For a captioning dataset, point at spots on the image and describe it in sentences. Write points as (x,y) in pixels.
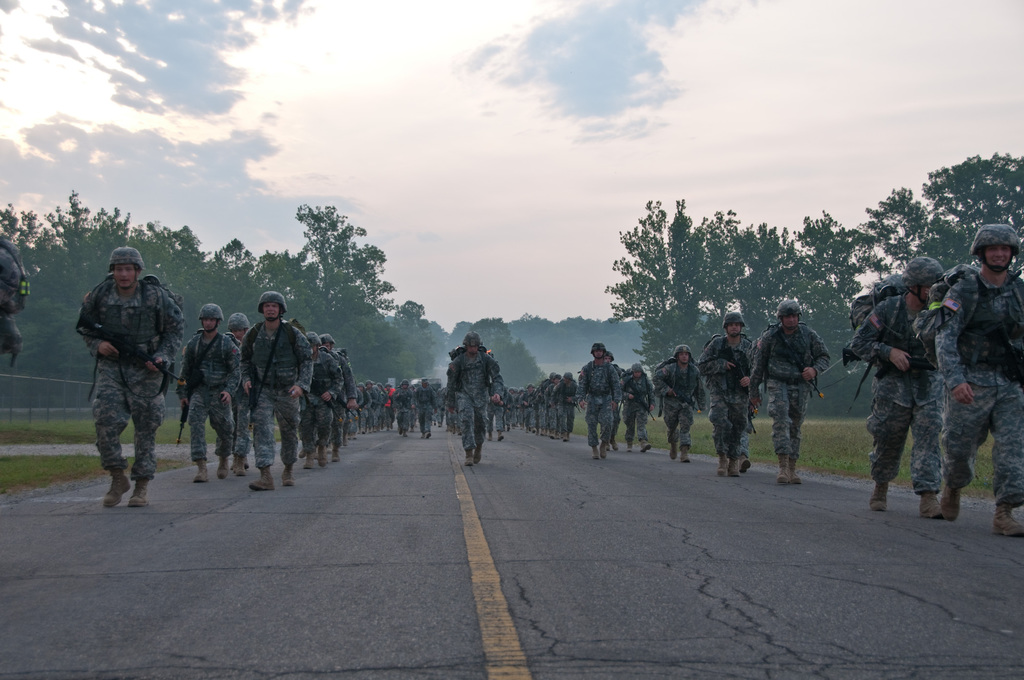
In this image we can see few people (620,395) with uniform (887,379) are walking on the road (448,531) and some of them are holding guns (737,374), there are few trees (64,280), grass (68,427), fence (75,417) on both sides of the road (450,446) and sky (443,94) with clouds (472,107) on the top (603,135).
